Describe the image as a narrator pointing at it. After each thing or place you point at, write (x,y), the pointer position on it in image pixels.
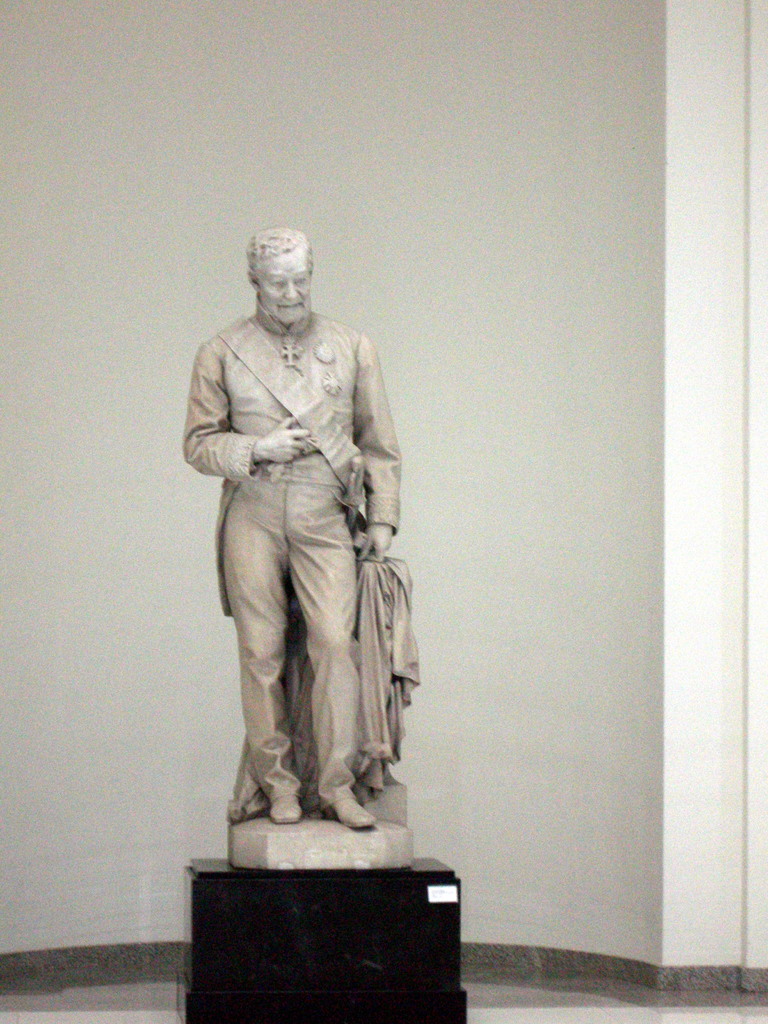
As we can see in the image there is a statue (392,576) and a white color wall (498,393).
